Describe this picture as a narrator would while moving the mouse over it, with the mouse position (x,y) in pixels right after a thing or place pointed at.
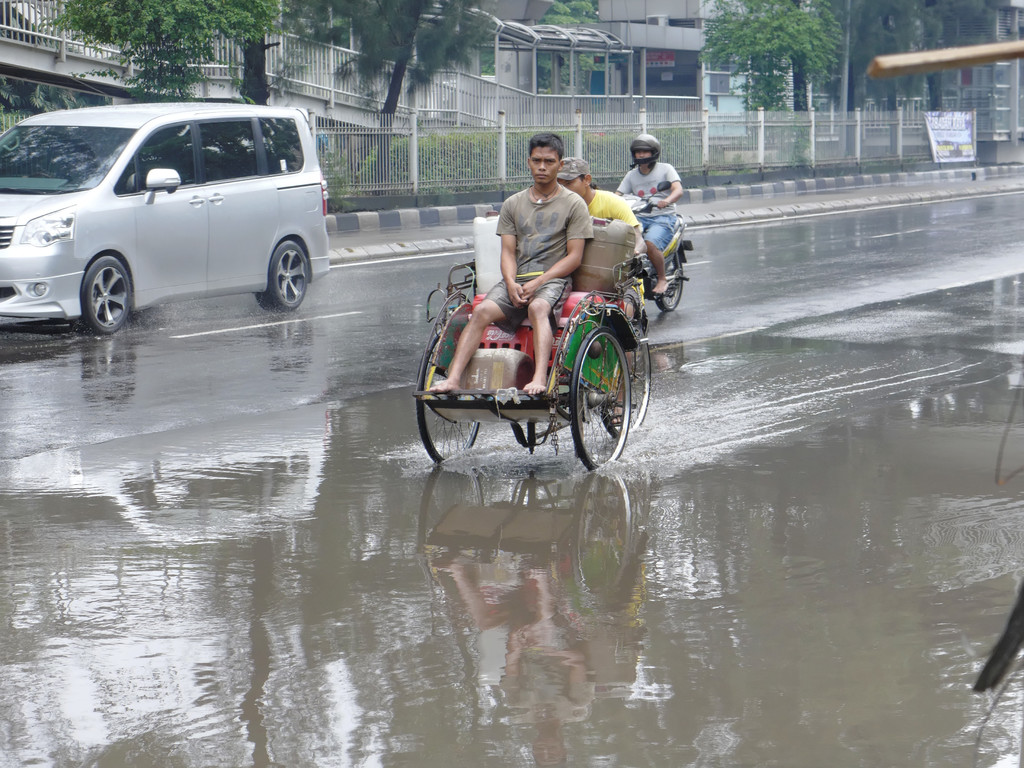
In this image I can see a cycle rickshaw (602,372), three persons (540,358) and vehicles (310,150) on the road (844,304). In the background (430,78) I can see a fence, trees (709,22), buildings (603,24) and a board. This image is taken during a rainy day on the road (742,429).
